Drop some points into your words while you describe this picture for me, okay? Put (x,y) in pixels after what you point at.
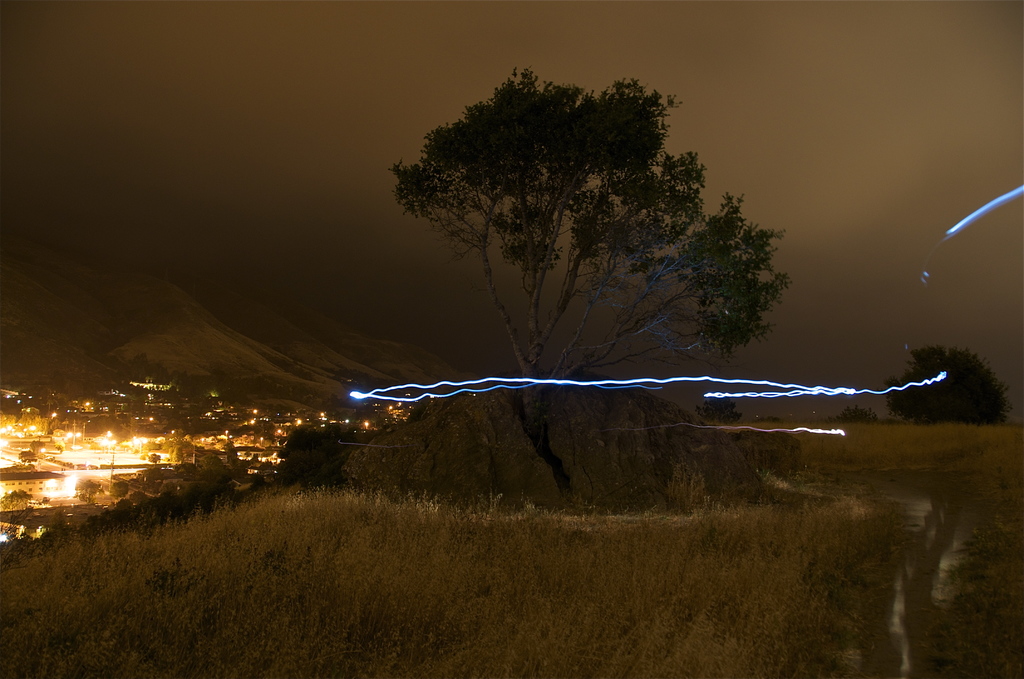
At the bottom of the image (439,532) there is grass (474,557). In the center of the image (523,246) there is tree (527,318). In the background of the image (206,392) there are mountains (133,303), buildings (4,475), lights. At the top of the image (565,67) there is sky (342,39).
